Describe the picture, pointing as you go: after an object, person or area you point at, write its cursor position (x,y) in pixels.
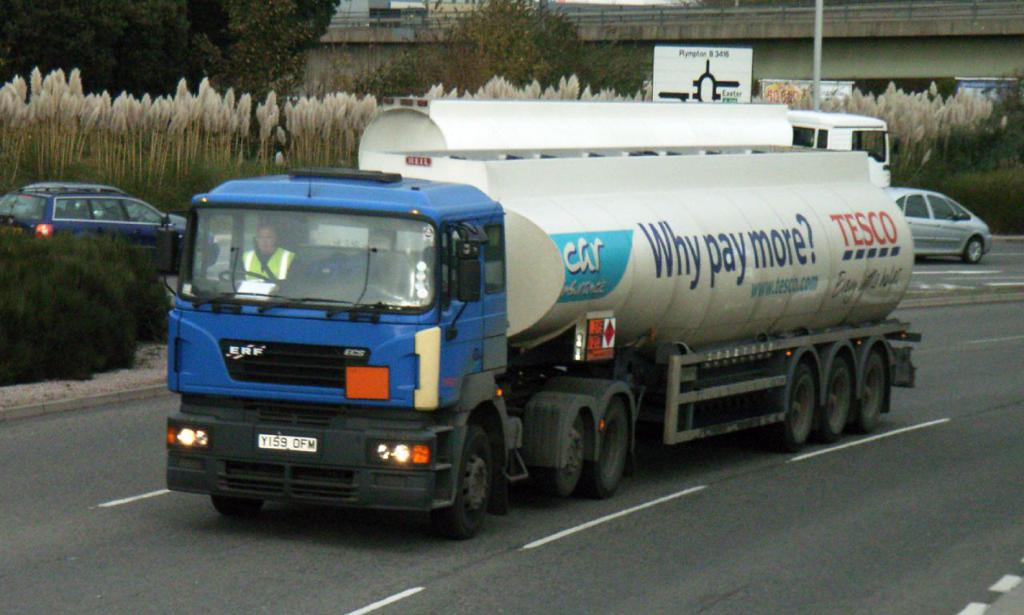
In this image, in the middle (403,205), we can see a vehicle (885,361) which is moving on the road (515,531), in the vehicle (335,285), we can see a person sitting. On the right side (939,204), we can see a car (912,205) moving on the road (986,270). On the right side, we can also see another vehicle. On the left side (38,197), we can see a vehicle (46,212) moving on the road (630,539). On the left side (78,290), we can see some plants (73,287). In the background (47,144), we can see some plants (20,128), trees (493,15), bridge (795,49), hoarding (840,85) and a pole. At the bottom (1013,495), we can see a road (322,521).
